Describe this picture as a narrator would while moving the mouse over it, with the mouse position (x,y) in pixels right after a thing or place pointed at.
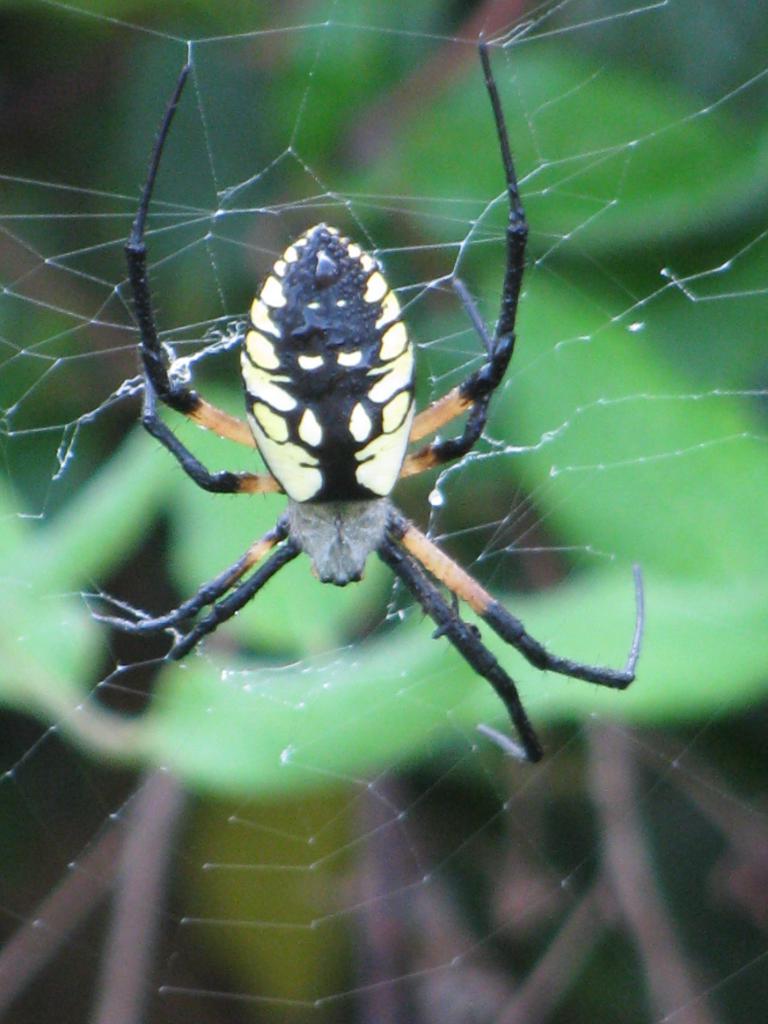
this picture shows a spider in the spider's web (764,395).
